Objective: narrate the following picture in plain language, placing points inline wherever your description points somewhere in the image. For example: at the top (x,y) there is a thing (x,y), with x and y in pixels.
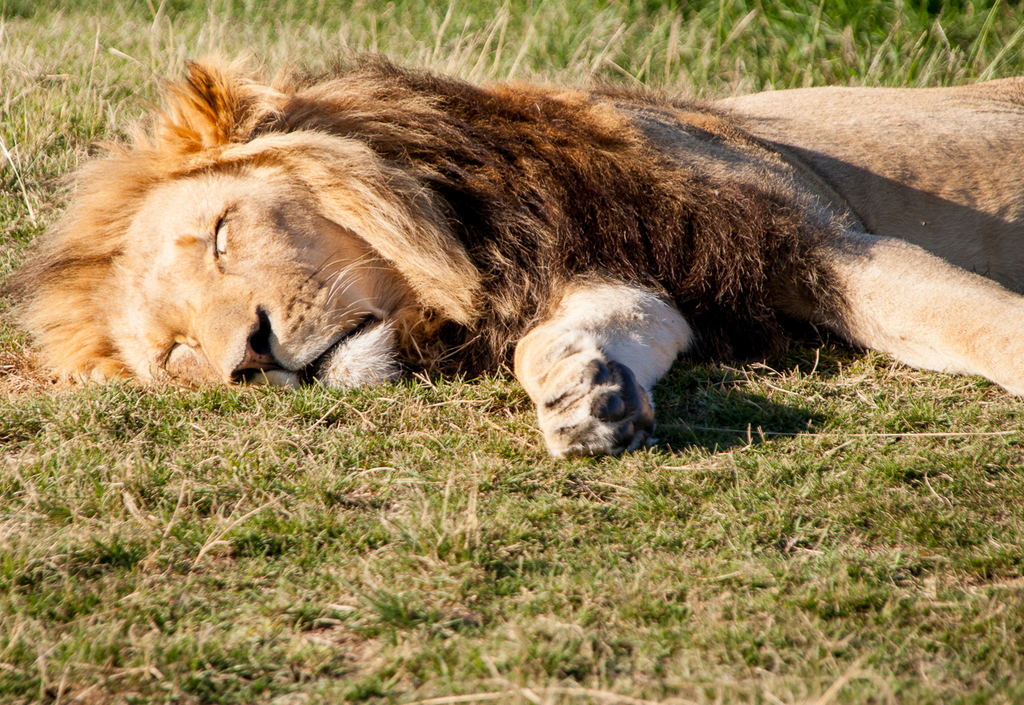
In this image we can see a lion (499,301). At the bottom (540,581) there is grass (547,603).
